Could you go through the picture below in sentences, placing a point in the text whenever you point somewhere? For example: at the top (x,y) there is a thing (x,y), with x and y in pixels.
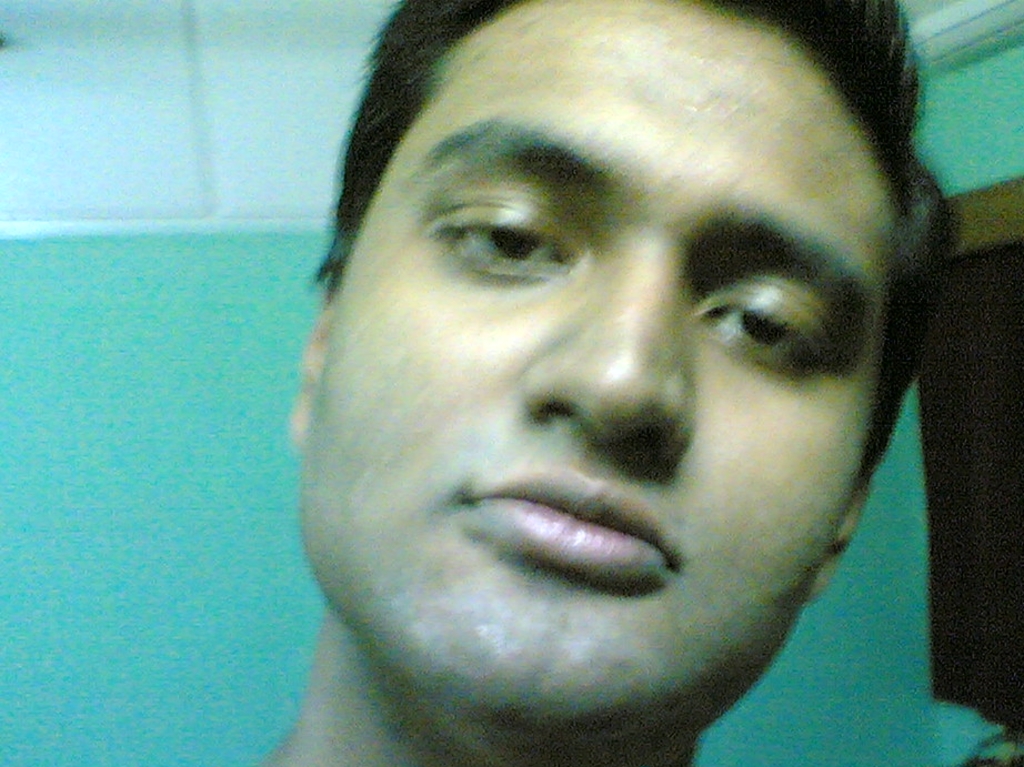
In the center of the image (626,439), we can see a person's face (568,453) and in the background (183,234), there is a wall (168,234).
